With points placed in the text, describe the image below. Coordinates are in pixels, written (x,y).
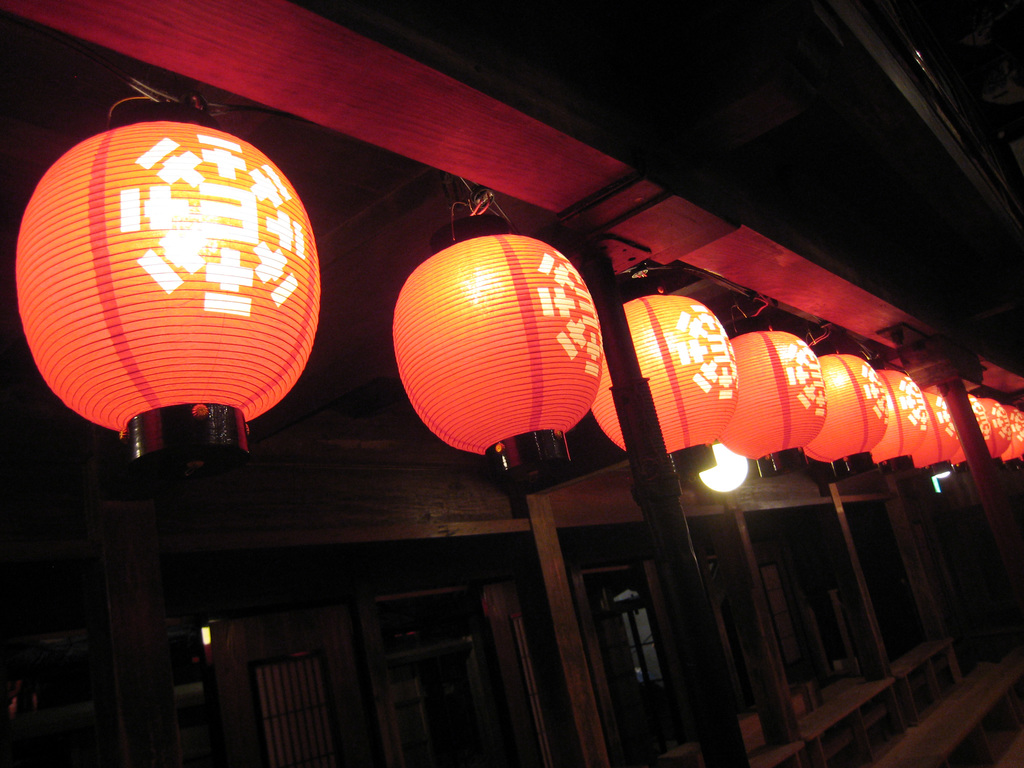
In this image I can see the doors (407,681) and windows (537,725). At the top (227,255) I can see the paper lantern (521,432).
